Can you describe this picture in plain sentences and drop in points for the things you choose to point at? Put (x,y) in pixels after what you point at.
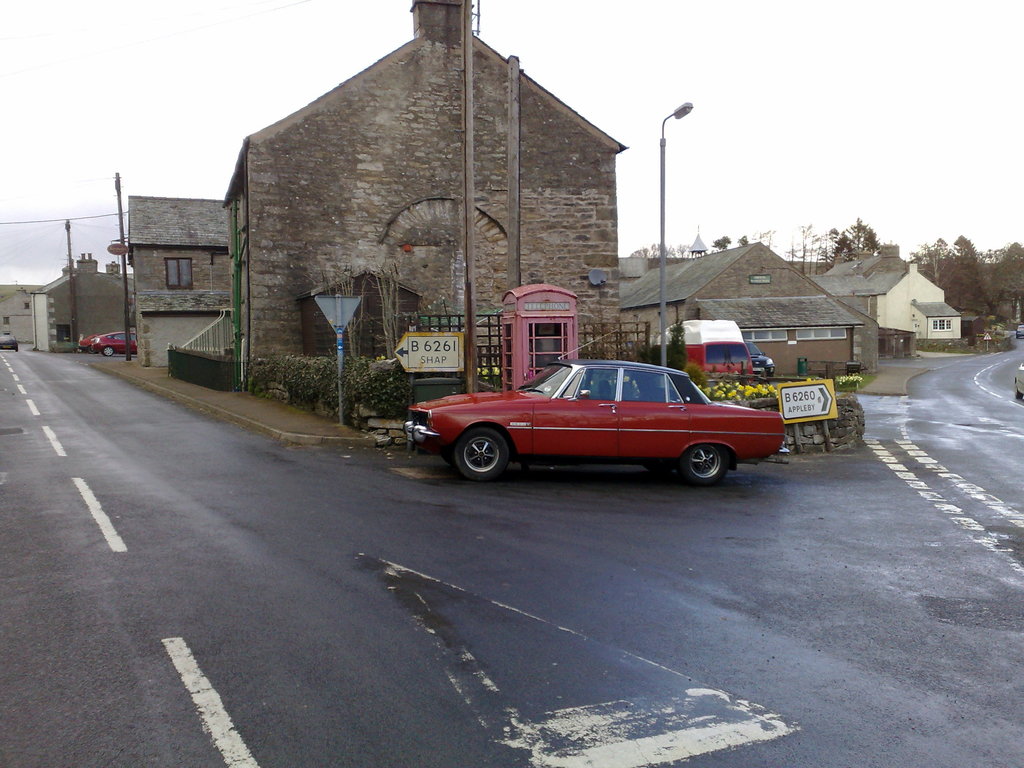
At the center of the image (453,291) there are a few buildings (287,200). On the right (917,451) and left side of the image (171,476) there is a road (752,541). On the road (183,449) there are few vehicles (9,344) are parked, beside the buildings (179,315) there are some trees (972,278). In the background (752,57) there is a sky (687,85).
